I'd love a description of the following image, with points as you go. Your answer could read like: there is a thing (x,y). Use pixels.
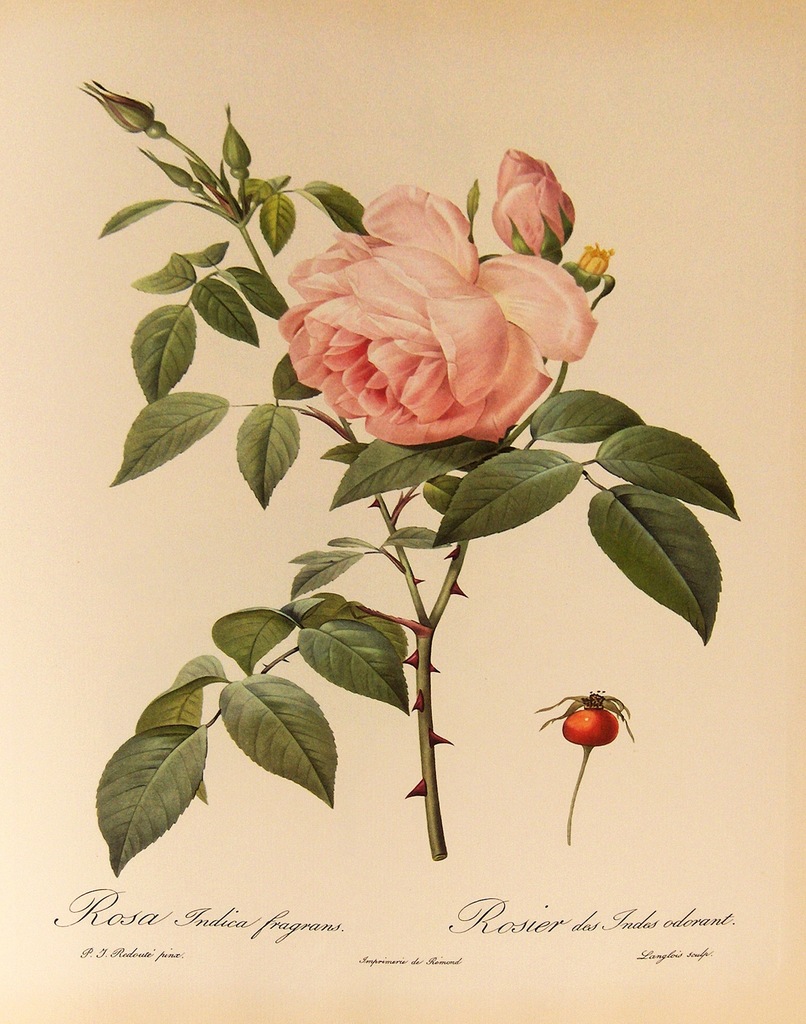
This image is a painting. There is a flower plant (437,844) in the center of the image (404,656). At the bottom of the image (105,891) there is text (97,948) printed.
